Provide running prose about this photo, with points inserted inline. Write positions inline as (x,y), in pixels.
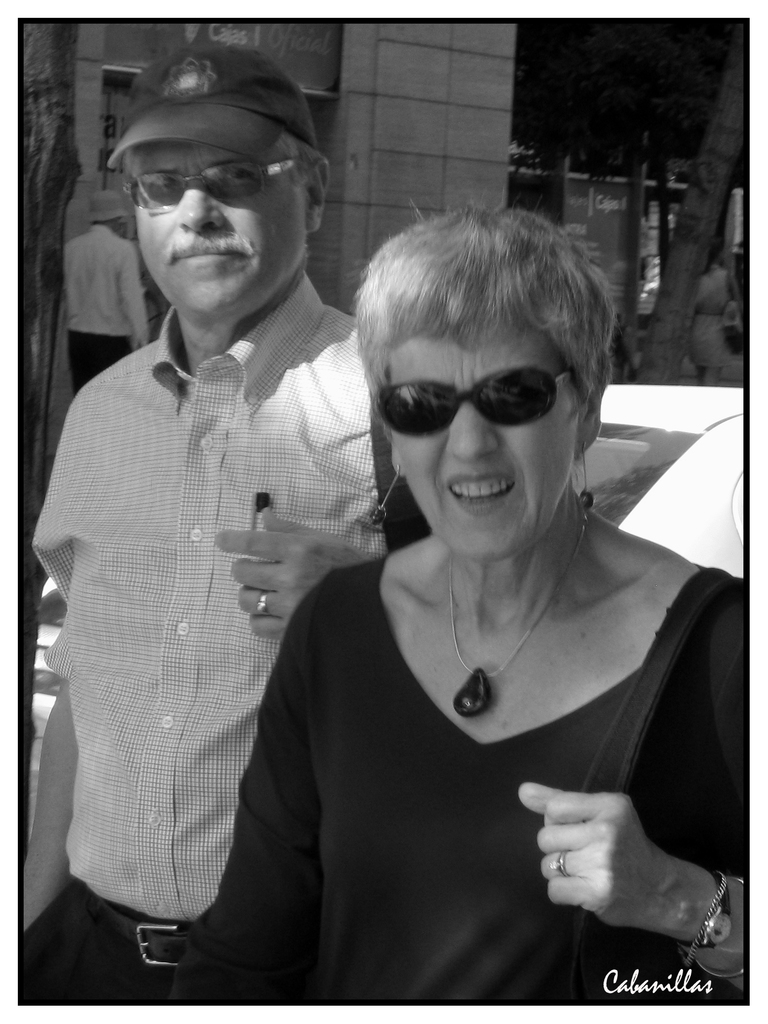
This picture shows two people (684,570) first one is a man (118,708), wearing a cap (232,66) on his head (282,203) and a spectacles (246,172), on his face (215,165) and the second person (449,223) is woman (503,445) wearing a sunglasses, on her face (516,451) and back to them we can see a car (742,400), parked and a building (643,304).
